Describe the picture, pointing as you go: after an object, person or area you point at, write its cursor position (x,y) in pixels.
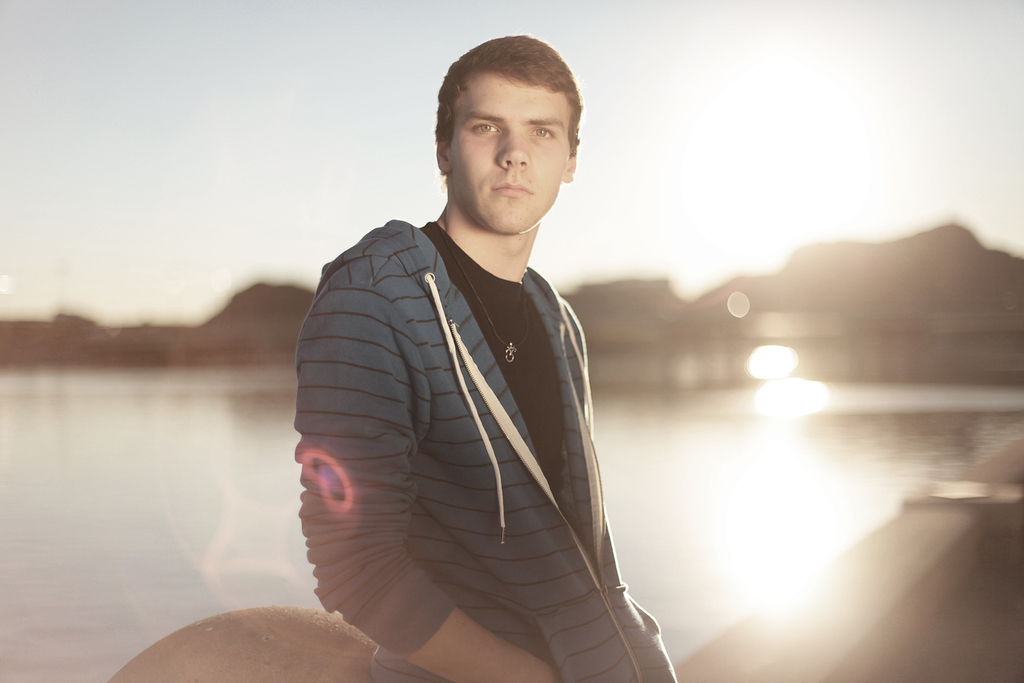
In this image we can see a person (525,507). In the background of the image (78,303) there is sky (314,219), mountains (938,261) and water (623,411).
